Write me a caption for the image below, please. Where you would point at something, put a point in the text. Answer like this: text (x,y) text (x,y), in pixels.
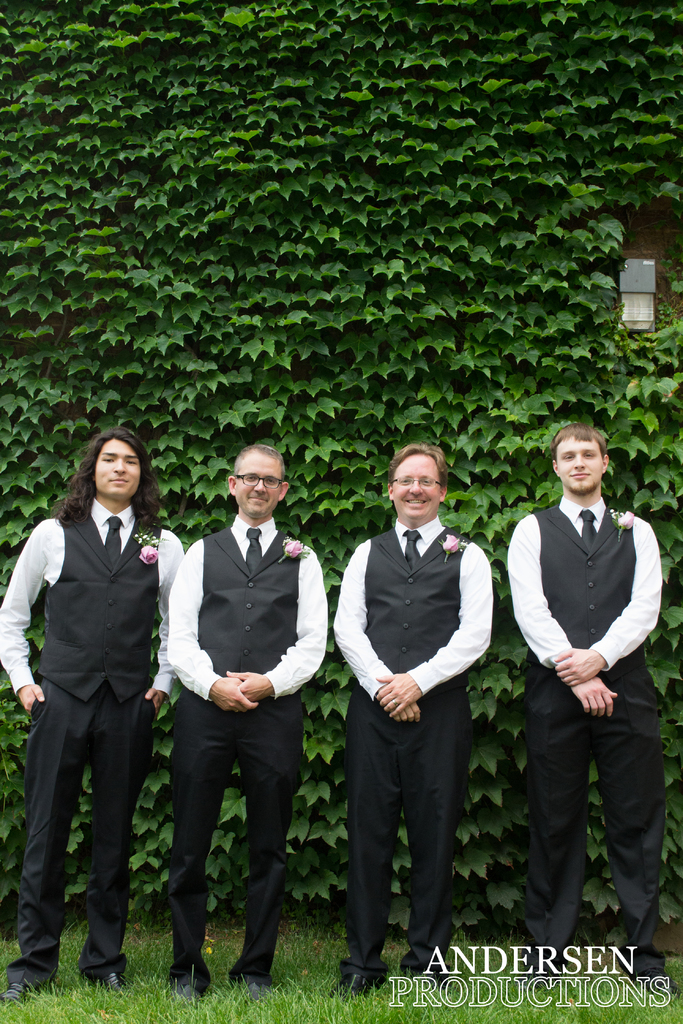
In this image I can see few people (279,653) are standing wearing white and black color dresses (239,612). I can see few green leaves (417,190) and the grass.
